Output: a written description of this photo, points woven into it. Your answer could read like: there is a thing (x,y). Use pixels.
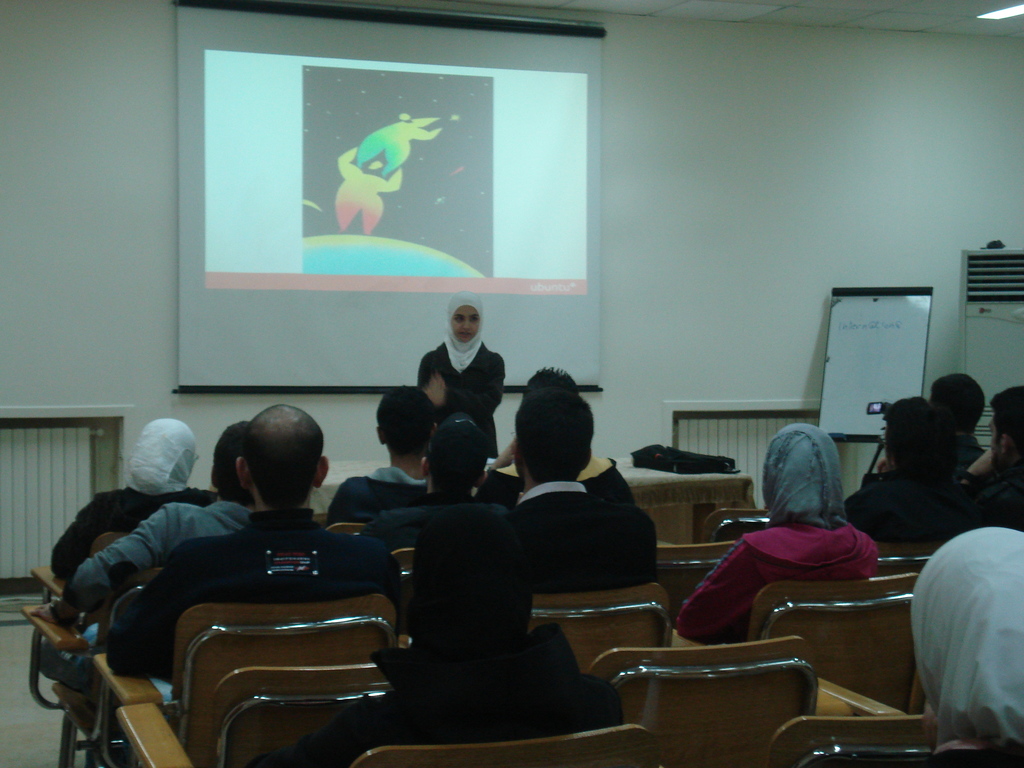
In this image I can see number of people (964,691) are sitting on chairs (40,640) and also I can see a person (499,362) is standing. In the background (188,44) I can see a projector's screen (200,367).
